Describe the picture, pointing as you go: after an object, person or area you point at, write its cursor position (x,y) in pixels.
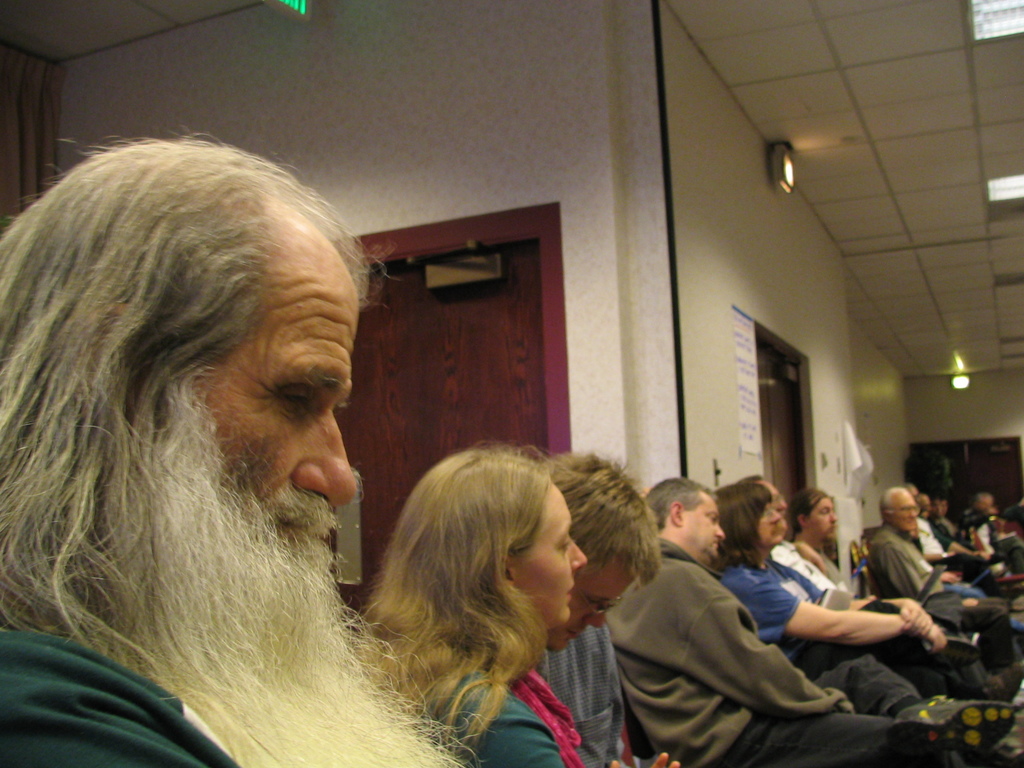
In this image I can see number of persons (607,678) are sitting, the brown colored door (449,377), the white colored wall (425,110), the ceiling (904,65), few lights (1012,22) to the ceiling (999,103), the cream colored wall (747,241) and few posters (847,445) attached to the wall (877,457).
